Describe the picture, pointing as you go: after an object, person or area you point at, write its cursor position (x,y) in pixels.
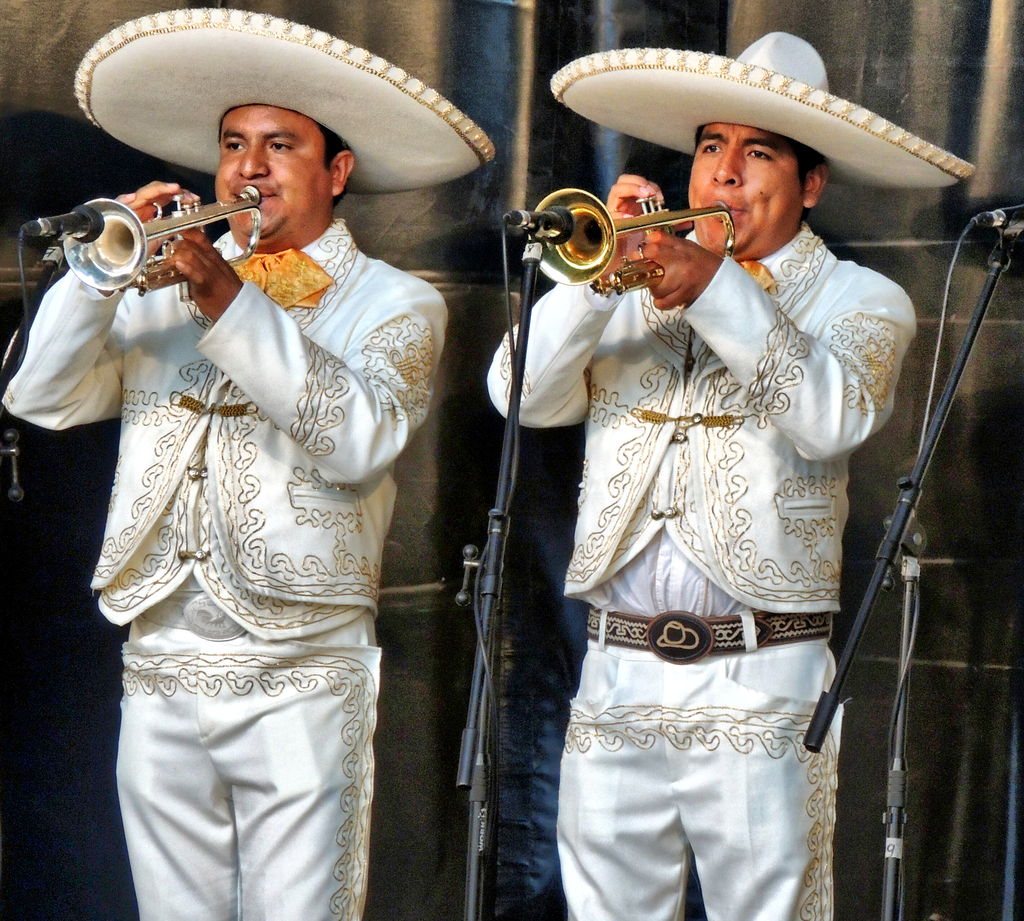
In this image there are two persons (274,416) wearing white dress (192,495) and playing trumpets (243,256). Image consists of three mikes (1014,219). In the background (473,32) there is a curtain (523,85).
